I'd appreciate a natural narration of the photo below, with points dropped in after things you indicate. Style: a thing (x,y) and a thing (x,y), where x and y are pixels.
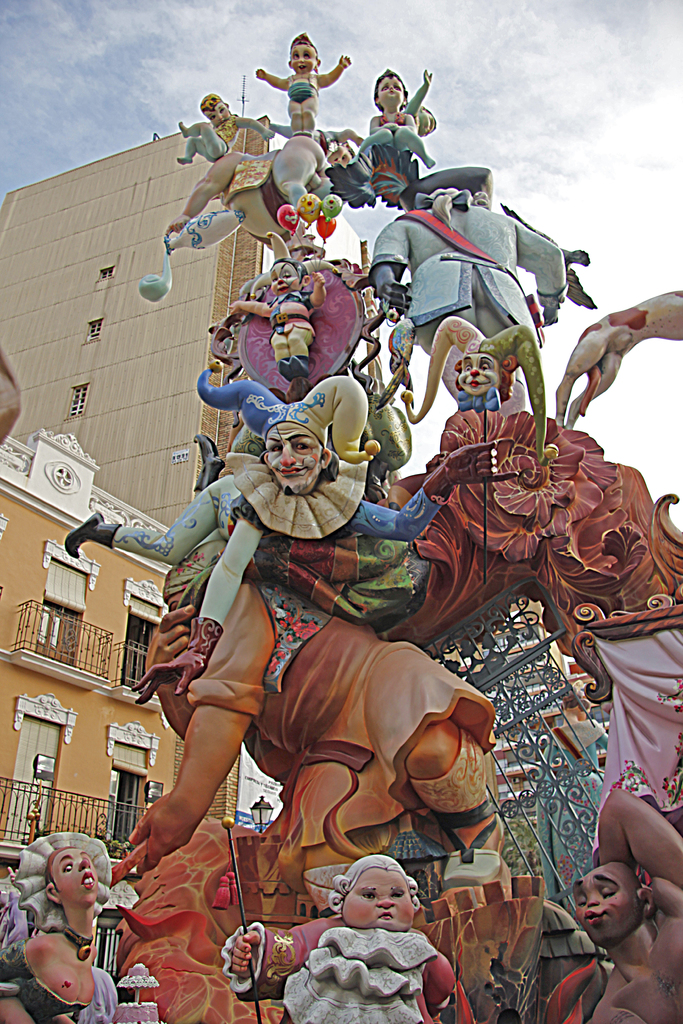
In this image we can see sculptures (374,646). In the background (146,615) there are buildings (114,369) and sky (357,24).
